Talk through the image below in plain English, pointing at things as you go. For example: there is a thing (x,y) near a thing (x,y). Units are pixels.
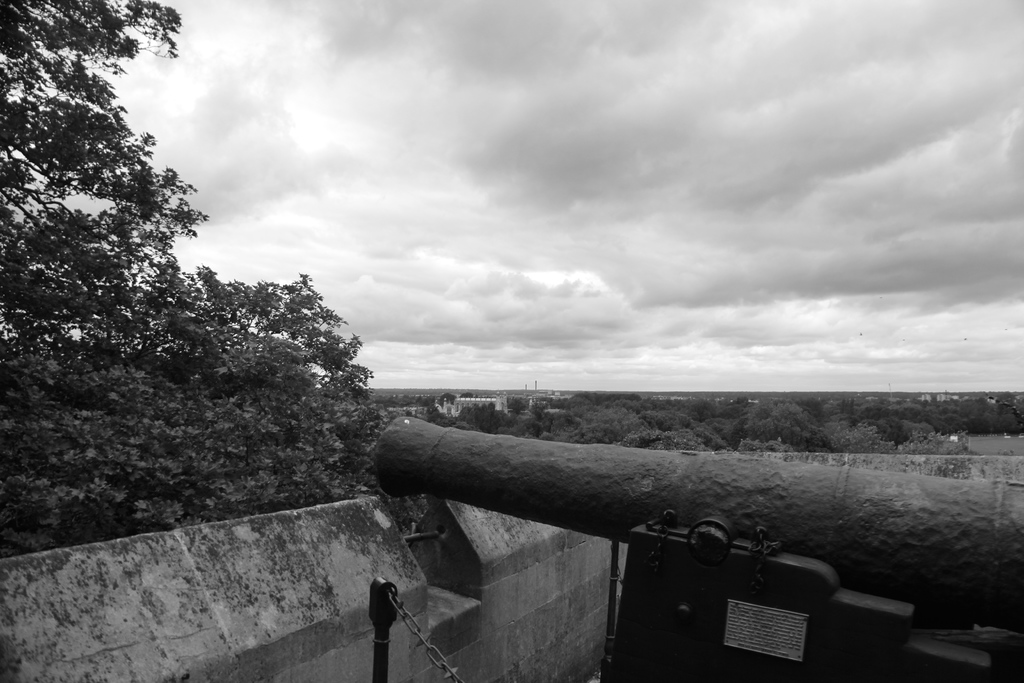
We can see cannon (714,573), wall (86,556) and tree (199,500). In the background (749,410) we can see trees (466,411) and sky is cloudy.
